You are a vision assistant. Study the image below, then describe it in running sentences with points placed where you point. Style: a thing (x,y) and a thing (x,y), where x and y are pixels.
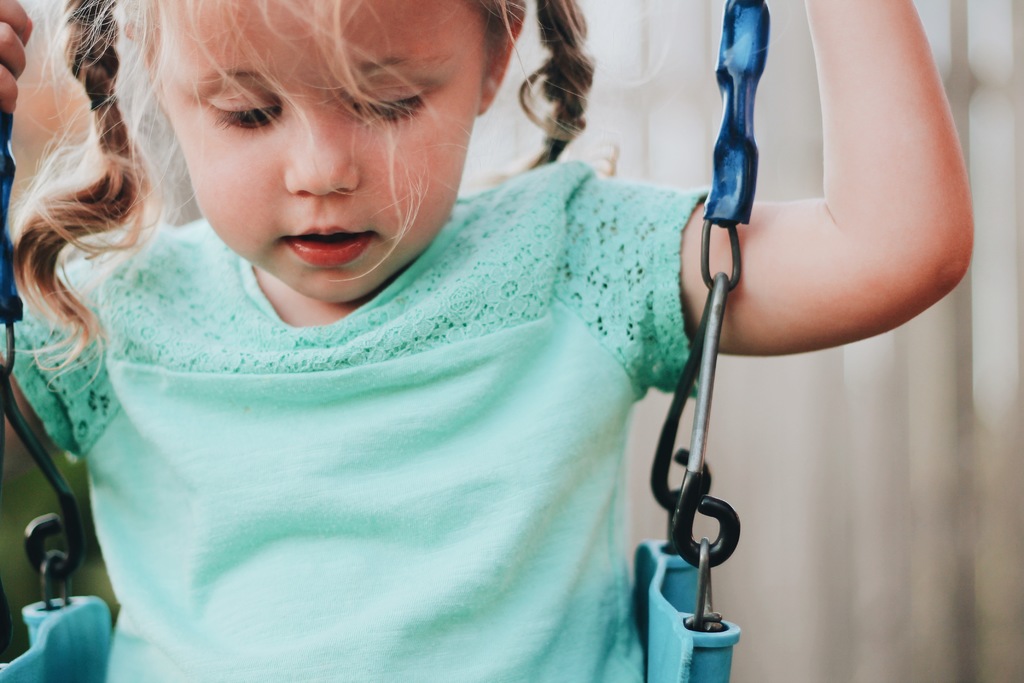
In this image there is a girl (435,439) sitting on the swing (675,556).
